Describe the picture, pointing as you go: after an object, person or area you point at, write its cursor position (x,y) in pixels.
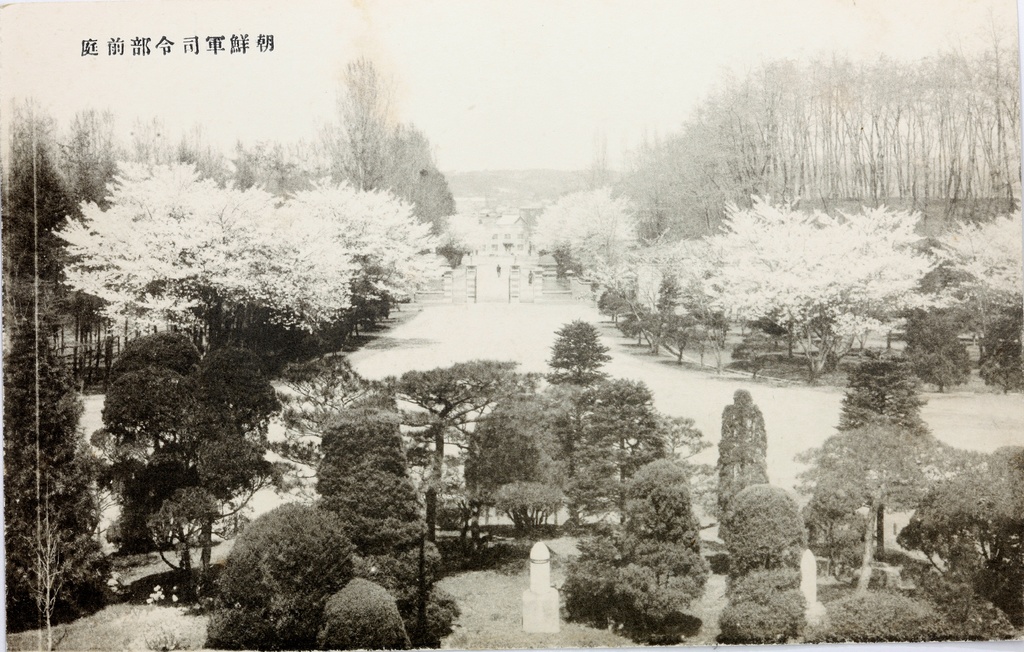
This is a black and white picture. In this picture we can see trees (383,427) on the ground (553,305), buildings (502,246), some objects (556,286) and the sky (465,97).
